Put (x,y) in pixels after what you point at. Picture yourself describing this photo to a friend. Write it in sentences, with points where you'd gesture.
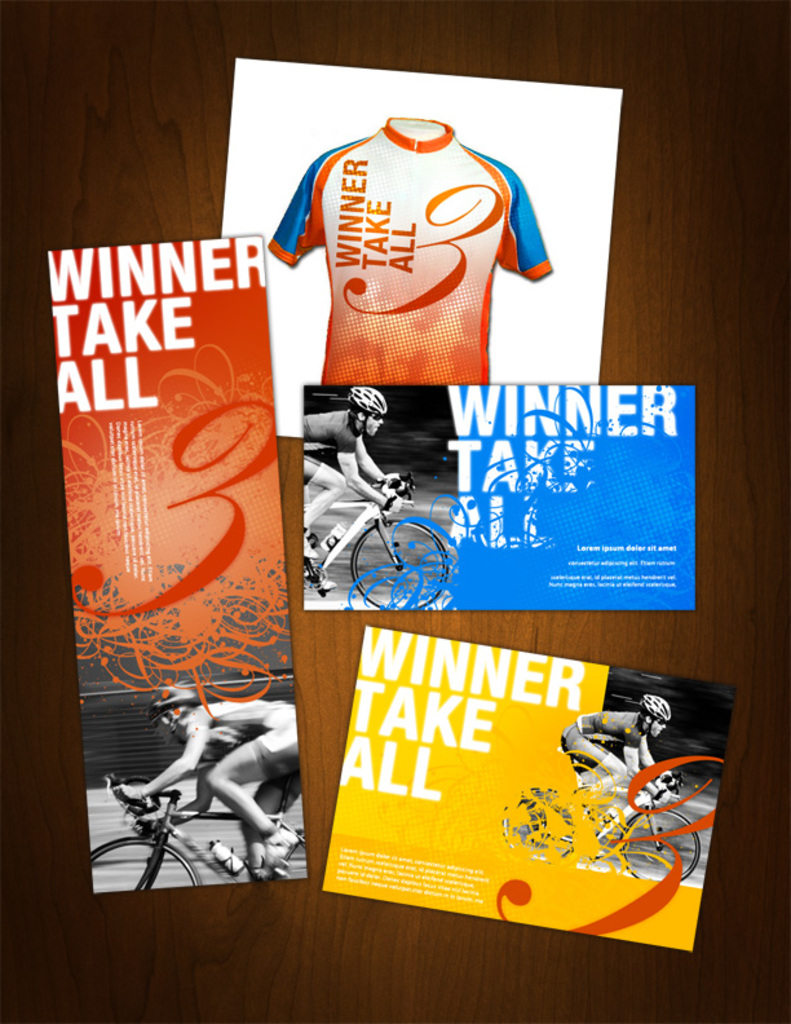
In this image, we can see a flyer (199,539) contains a person (357,451) riding a bicycle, t-shirt (442,206) and some text (93,332).
